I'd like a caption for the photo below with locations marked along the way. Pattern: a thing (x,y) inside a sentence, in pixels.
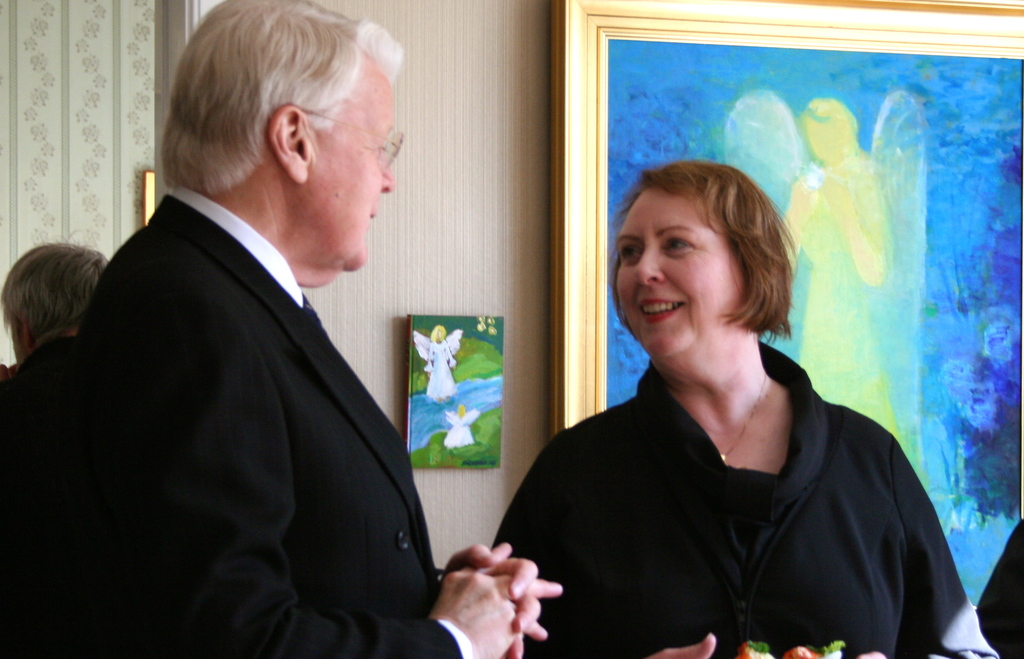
In this picture there is a woman (763,550) who is wearing black dress (770,542) and she is smiling. Beside her there is an old man (237,313) who is wearing spectacles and suit (305,474). And she is holding the plate (757,644) of food (758,656). On the left (50,322) there is a man (38,344) who is standing near to the door frame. In the back (617,380) I can see the painting frames (495,351) on the wall (455,239).
